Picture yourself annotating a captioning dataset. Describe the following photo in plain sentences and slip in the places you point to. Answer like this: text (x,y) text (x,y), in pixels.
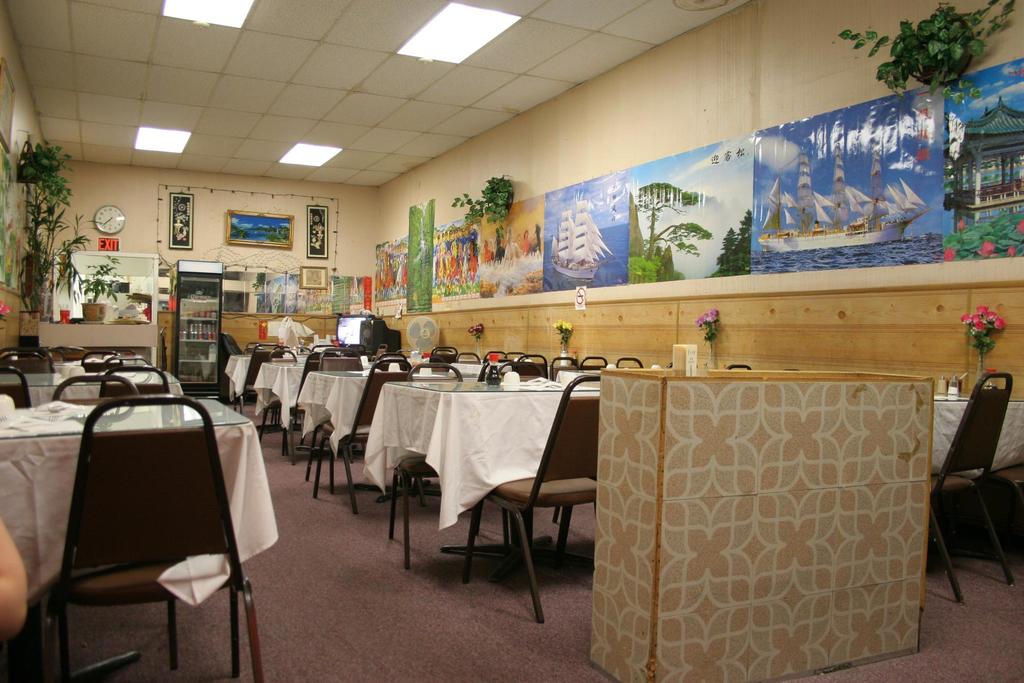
In the image we can see there are tables (229,447) and chairs (255,366) and in front (826,588) there is a reception (745,448). Behind the tables (214,421) is a refrigerator (220,319) in which there are juice bottles (210,317) and there are photo frames (406,245) and a clock (121,212) kept on the wall (111,237).
